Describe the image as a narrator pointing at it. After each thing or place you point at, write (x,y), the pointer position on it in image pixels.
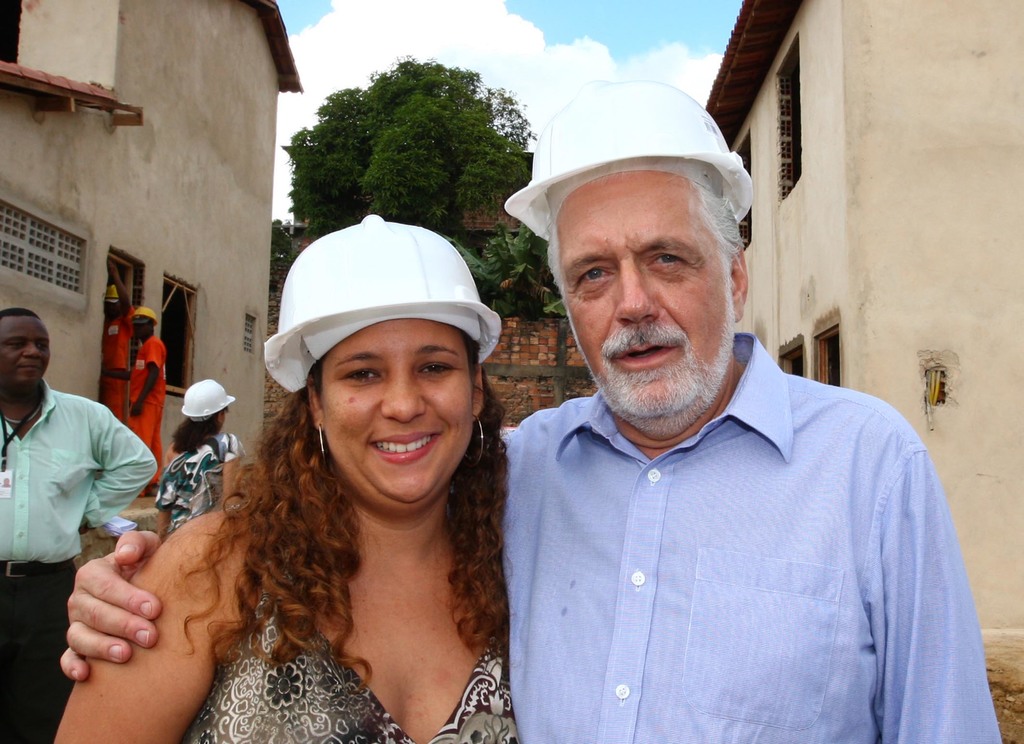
On the right side (714,470) a man (680,484) is standing, he wore a white color helmet (685,174). On the left side (270,498) a woman (389,632) is there, she wore dress (382,717) and also smiling behind them there are trees (371,184). There are houses (959,74) on either side of this image.
